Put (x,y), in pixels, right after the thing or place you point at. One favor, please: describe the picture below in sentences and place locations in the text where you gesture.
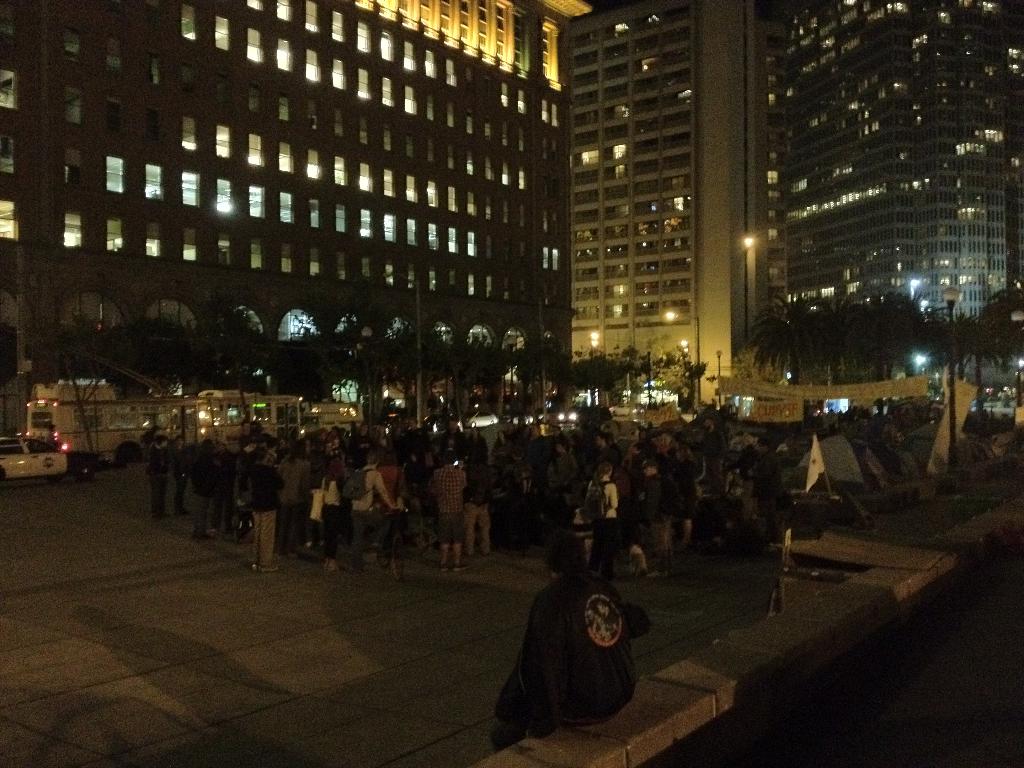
In this image we can see a group of people (720,455) are standing on the floor (143,533), here are the vehicles (134,404) travelling on the road (42,477), here are the trees (611,369), here a man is sitting, here are the buildings (599,309), here is the window (230,206), here is the light (219,200).
